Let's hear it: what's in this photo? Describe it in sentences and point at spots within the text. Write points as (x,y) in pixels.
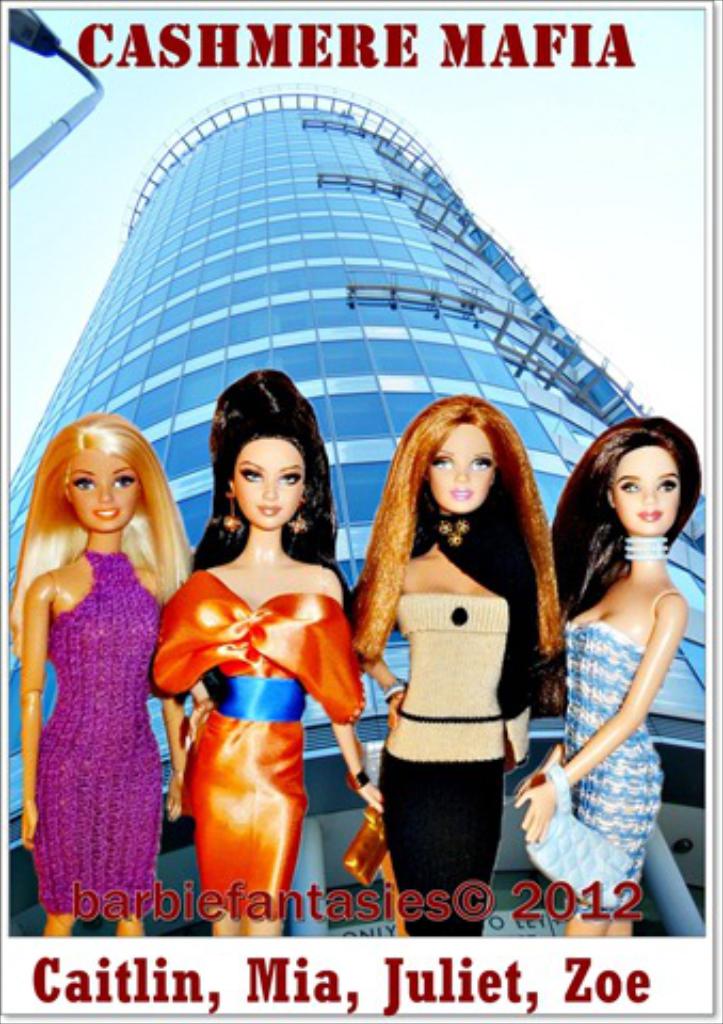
This is the picture of a poster (414,779) in which there are four girls (377,571) and behind there is a building (339,403) and some things (85,33) written around.
